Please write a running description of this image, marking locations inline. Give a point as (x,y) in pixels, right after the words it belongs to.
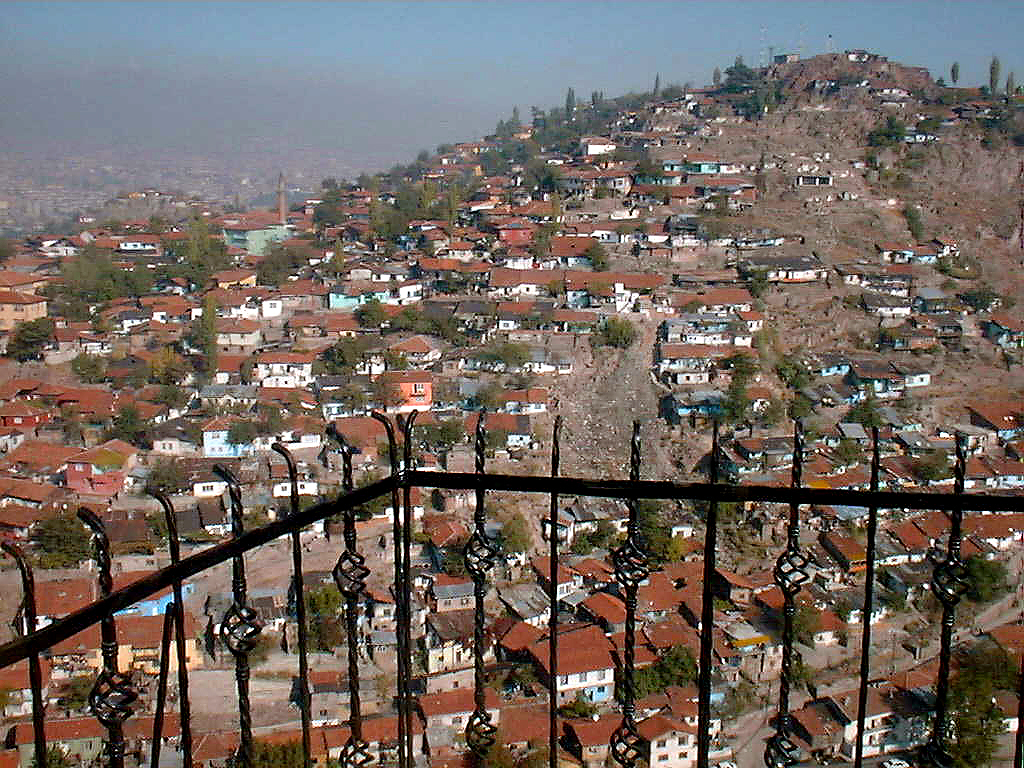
In this picture we can see there are houses (57,333) and trees (206,375) on a hill (328,315). At the top of the image (364,61), there is the sky (346,73). At the bottom of the image (296,534), there is an iron grille (178,635).
